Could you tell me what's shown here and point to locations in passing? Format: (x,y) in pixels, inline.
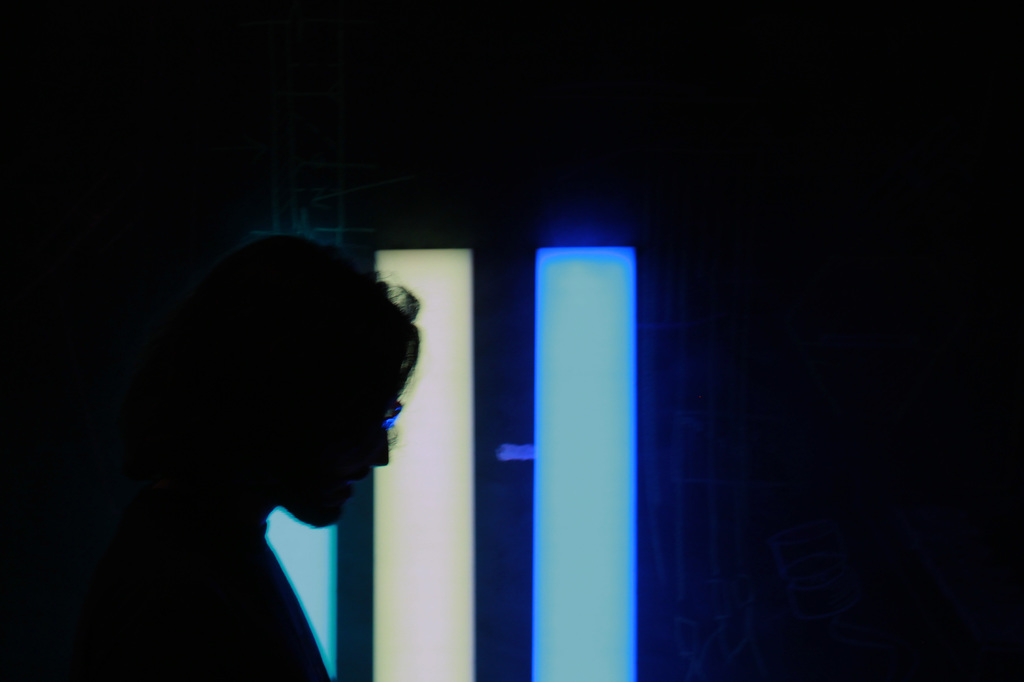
In this image there is a person (322,468). The background (93,206) is dark.
